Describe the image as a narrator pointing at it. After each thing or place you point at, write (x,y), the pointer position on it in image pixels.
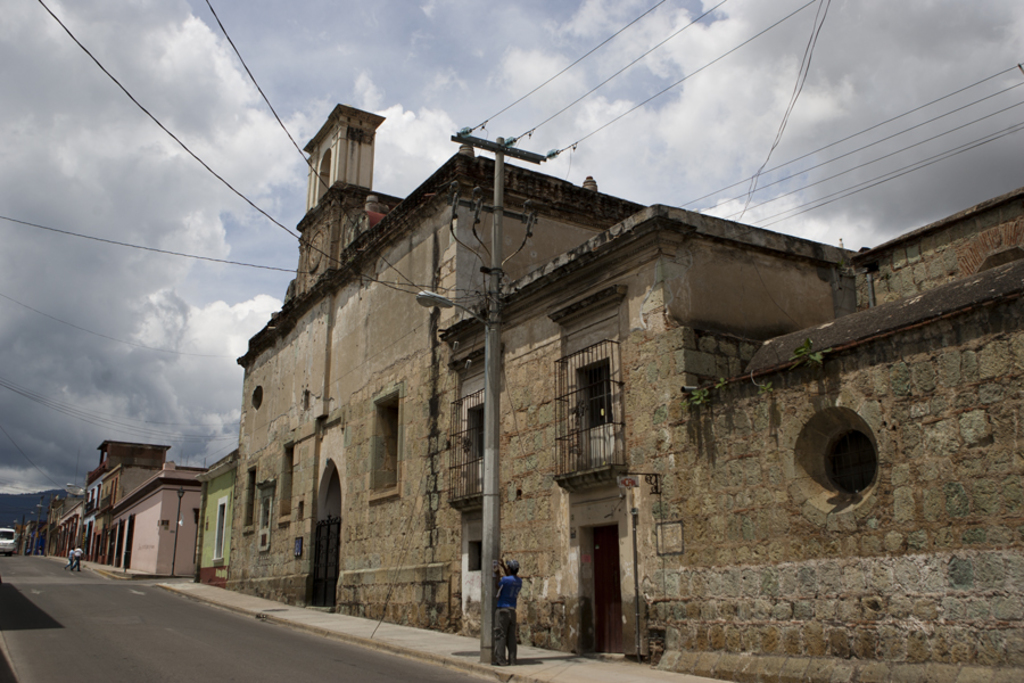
Here in this picture in the front (547,334) we can see an old building (575,375) present and beside that also we can see houses (106,524) present over there and we can see people (500,574) standing on the road (90,574) over there and we can see cars (11,532) present and we can also see an electric pole (497,334) and a light post (432,299) present and we can see the sky (128,415) is fully covered with clouds (147,410) over there.
